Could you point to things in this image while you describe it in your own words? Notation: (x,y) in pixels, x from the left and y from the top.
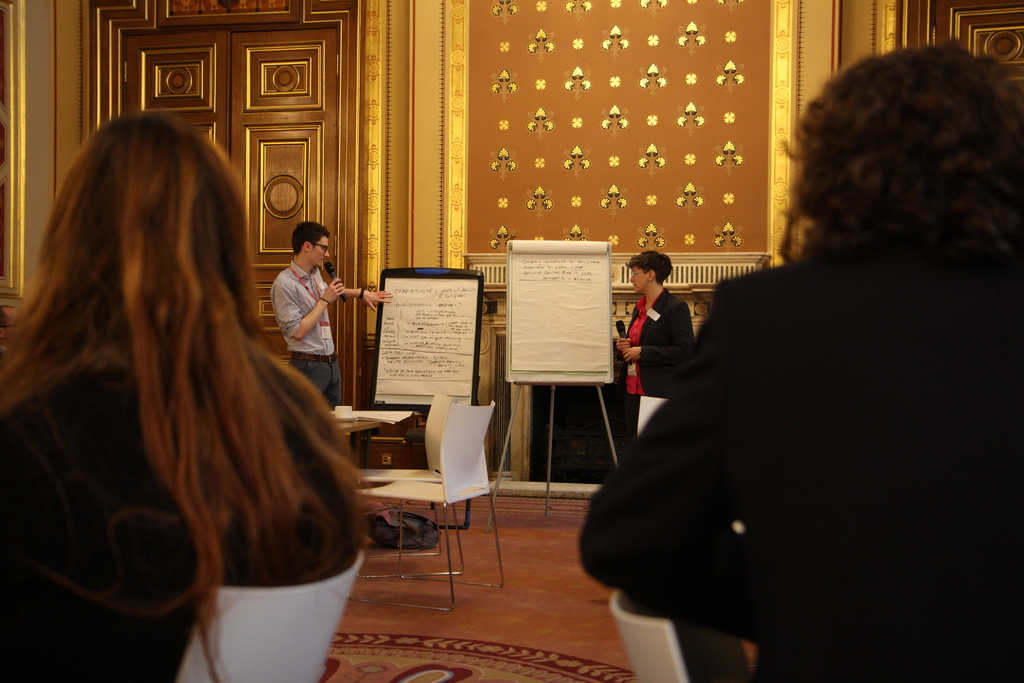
In this image I see a man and a woman (645,274) who are near the boards (379,374) and there are papers (571,260) on it. I also see there are 2 people (152,666) sitting on the chairs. In the background (261,289) I see the wall (377,242) and the door (178,79).
